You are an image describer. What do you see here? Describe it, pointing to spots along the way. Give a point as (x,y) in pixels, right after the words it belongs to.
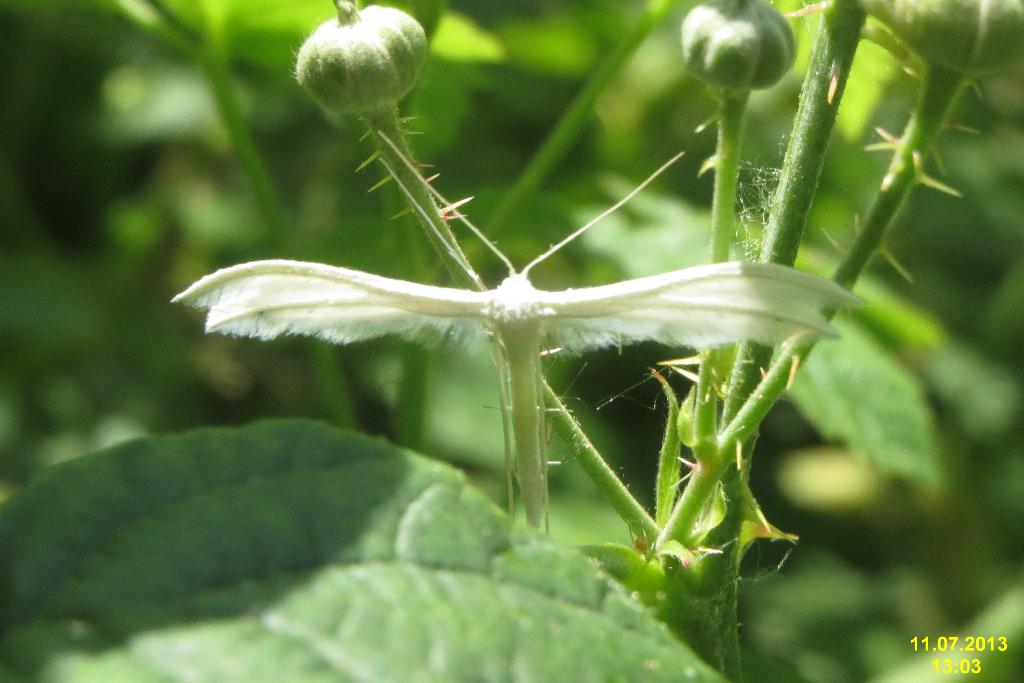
In this image, we can see white insect (525,410) on the stem (704,584) and we can see some green leaves (570,637).
